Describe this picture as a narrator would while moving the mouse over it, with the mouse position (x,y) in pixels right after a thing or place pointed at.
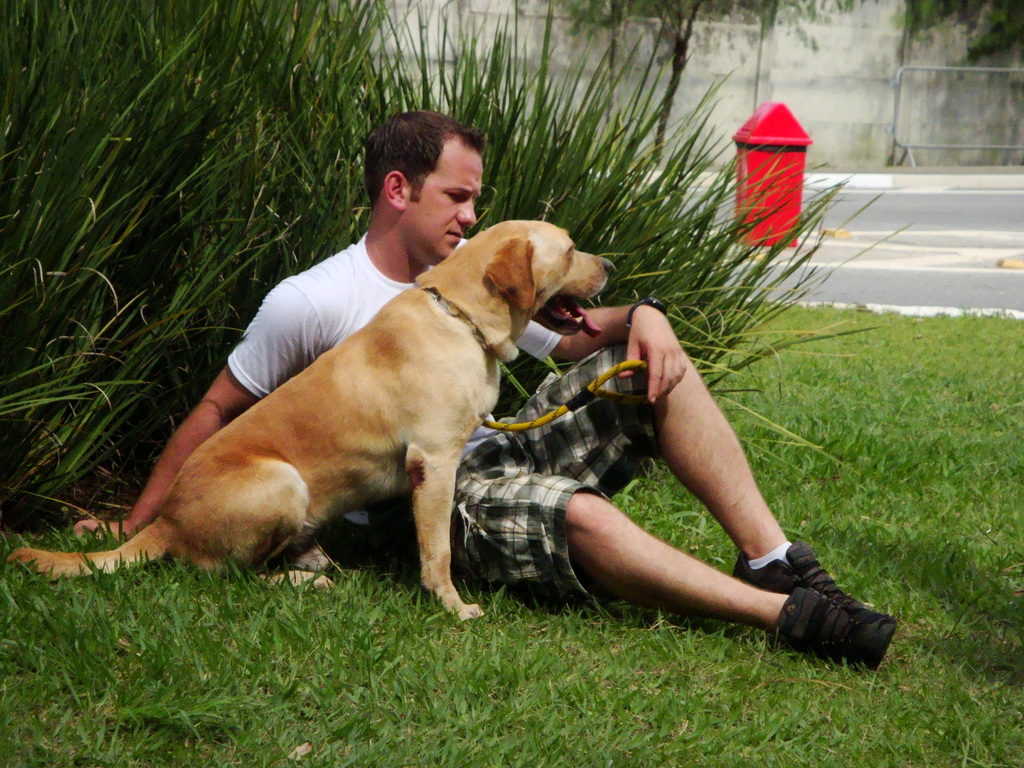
This person (401,204) is sitting on a grass (761,449). In-front of this person (577,421) there is a dog (214,450). Backside of this person (703,394) there are plants (636,247) and a red color bin (747,184).
